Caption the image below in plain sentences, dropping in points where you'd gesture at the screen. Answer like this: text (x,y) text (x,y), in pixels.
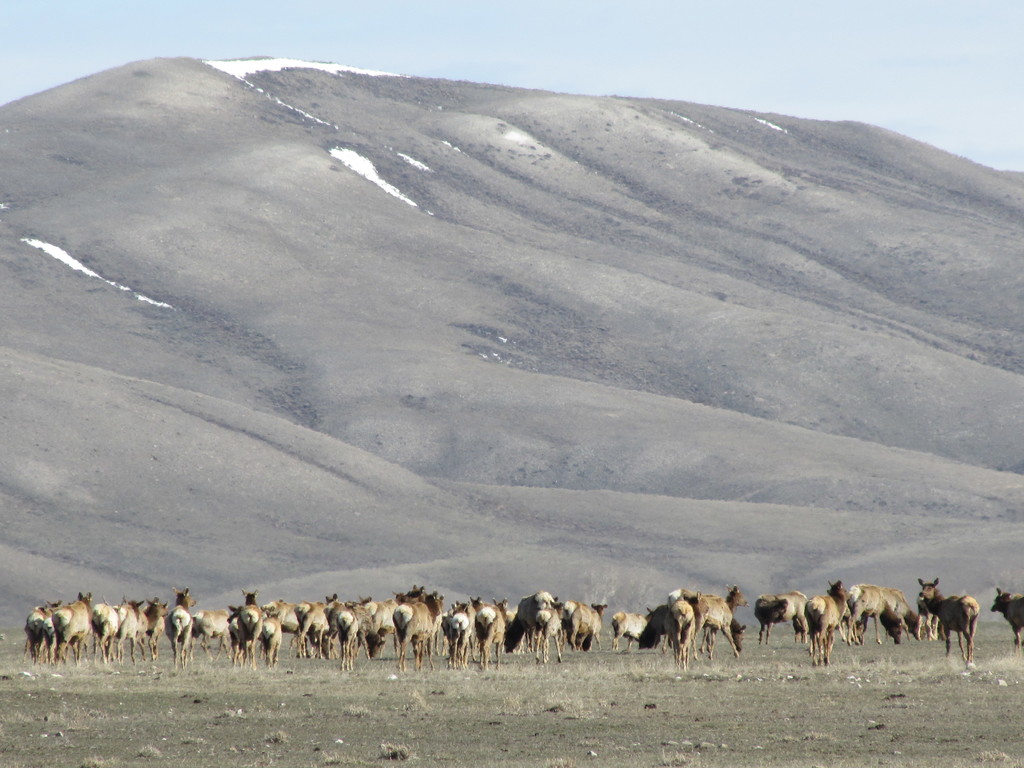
In this image I see the ground (976,745) on which there are many animals (1021,611) and in the background (468,504) I see the mountains (464,144) and the blue sky (655,87).
